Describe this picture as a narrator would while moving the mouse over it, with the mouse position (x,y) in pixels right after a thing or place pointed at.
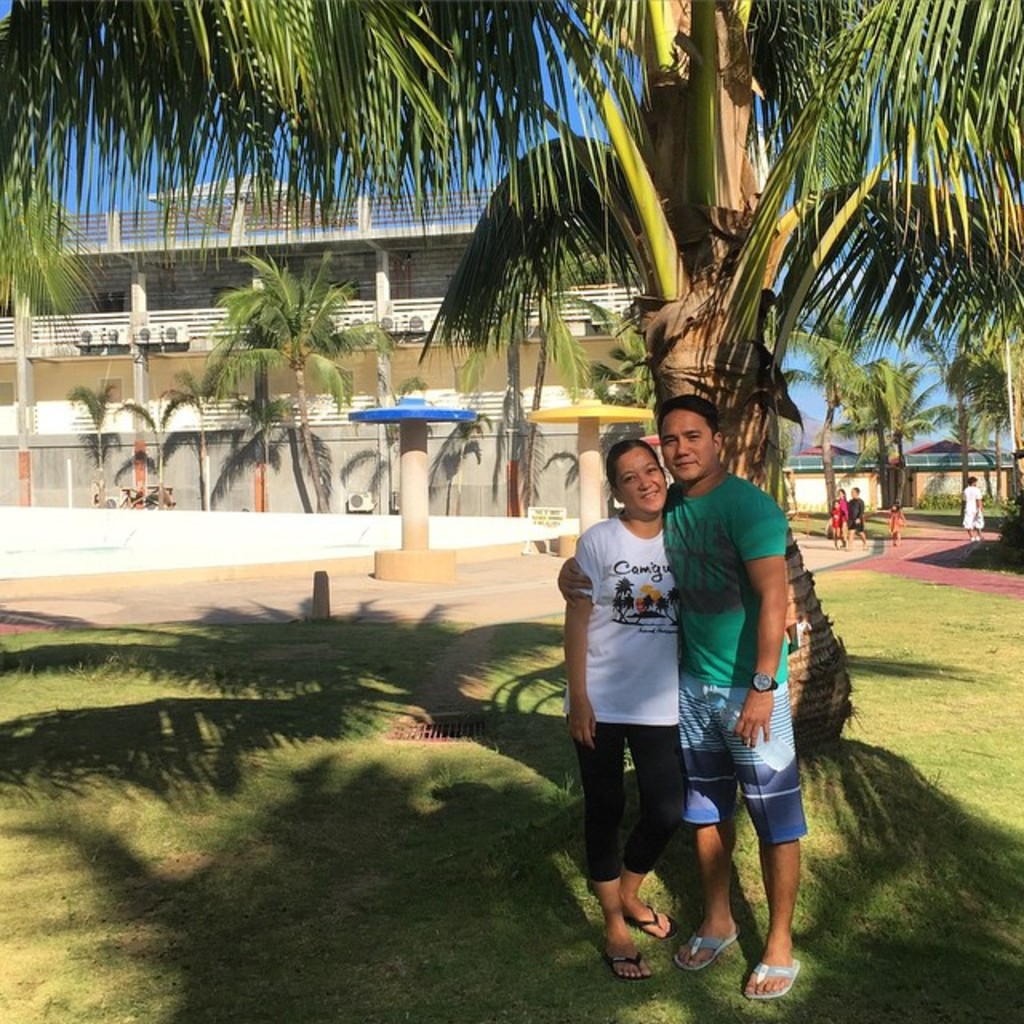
In this image I can see two persons (652,715) standing, the person (720,662) at right (745,659) wearing green shirt (745,659), blue pant (794,774) and the person (588,725) at left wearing white shirt (645,705), black pant (589,787). At the back (685,197) I can see trees (669,382) in green color, building (452,239) in white color and sky (550,97) in blue color.
